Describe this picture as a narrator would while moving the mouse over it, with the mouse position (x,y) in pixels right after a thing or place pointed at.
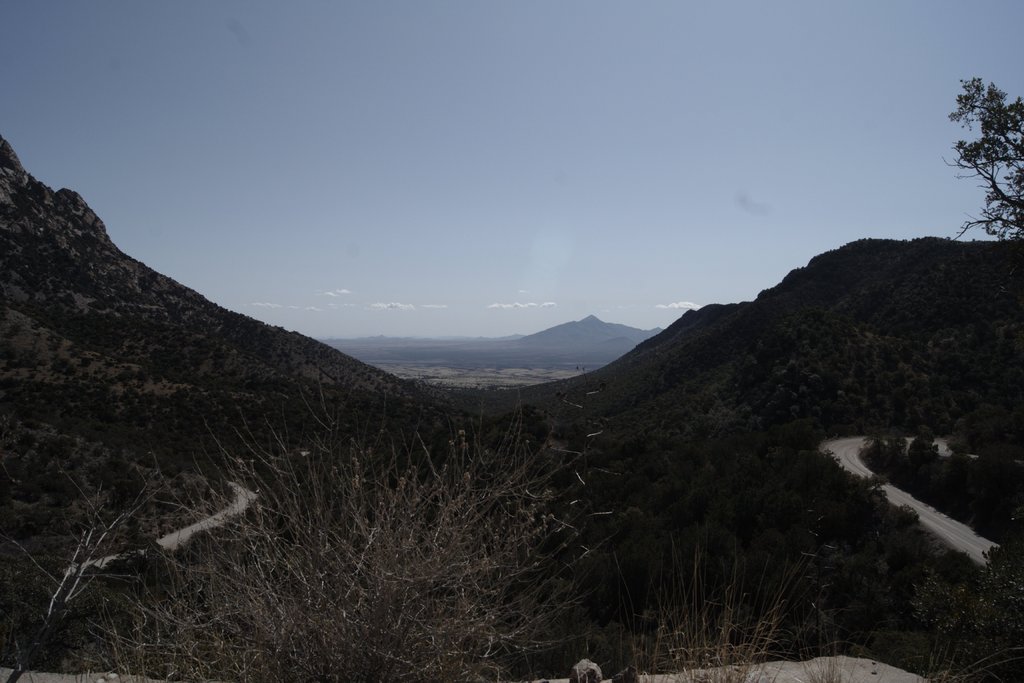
In this picture we can see the hills (27,196), trees (865,385), road (965,525). At the top of the image (427,145) we can see the clouds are present in the sky (598,226).
